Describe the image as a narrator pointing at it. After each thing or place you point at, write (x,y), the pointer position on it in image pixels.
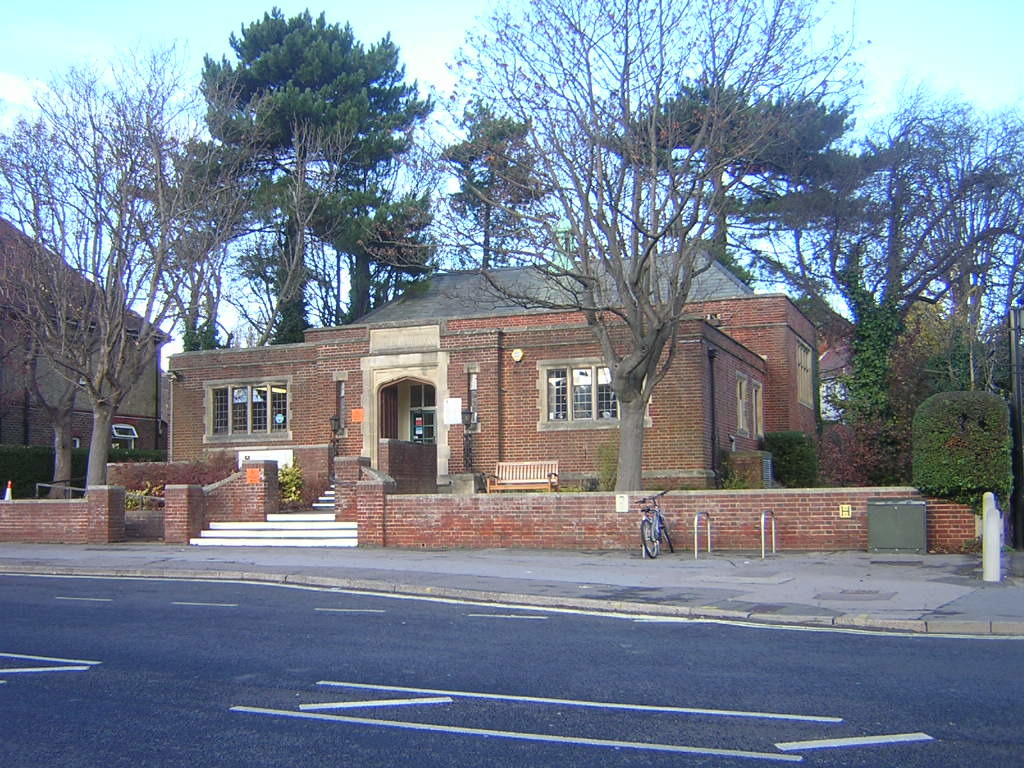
In the image there is a house (459,386), around the house (489,383) there are many trees (570,191) and there is a cycle (659,539) parked in front of the house (490,333).
